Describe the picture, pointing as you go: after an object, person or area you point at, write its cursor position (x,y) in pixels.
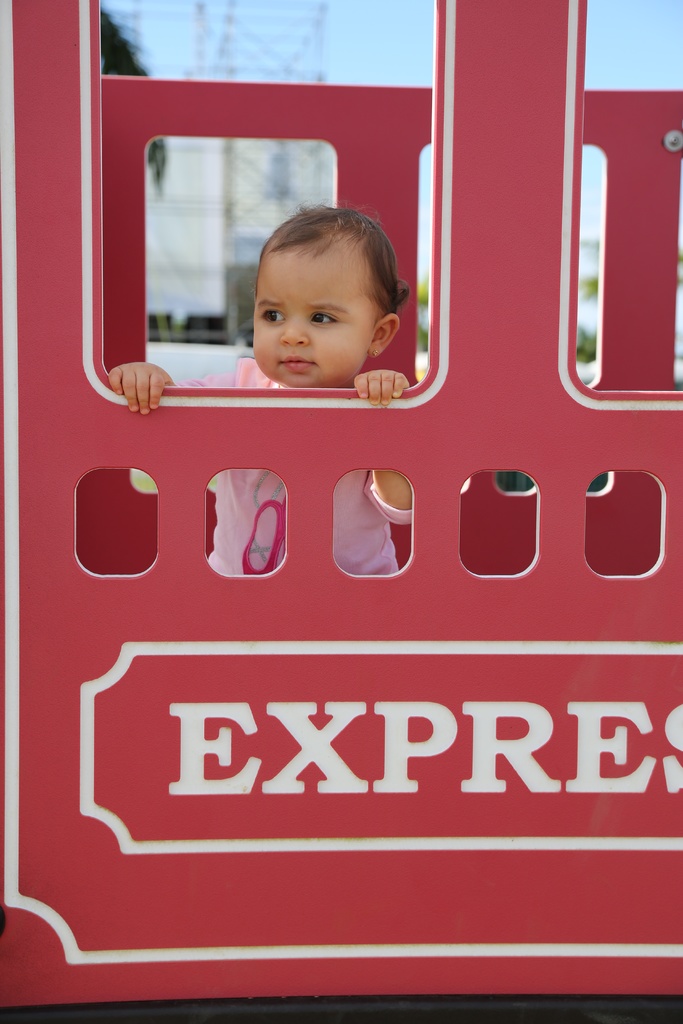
In this image there is a child (298,295), there is an object (184,489) truncated, there is text (309,744) on the object (399,742), there is an object (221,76) truncated towards the top of the image (169,50), at the background of the image (296,35) there is the sky (313,36) truncated.
